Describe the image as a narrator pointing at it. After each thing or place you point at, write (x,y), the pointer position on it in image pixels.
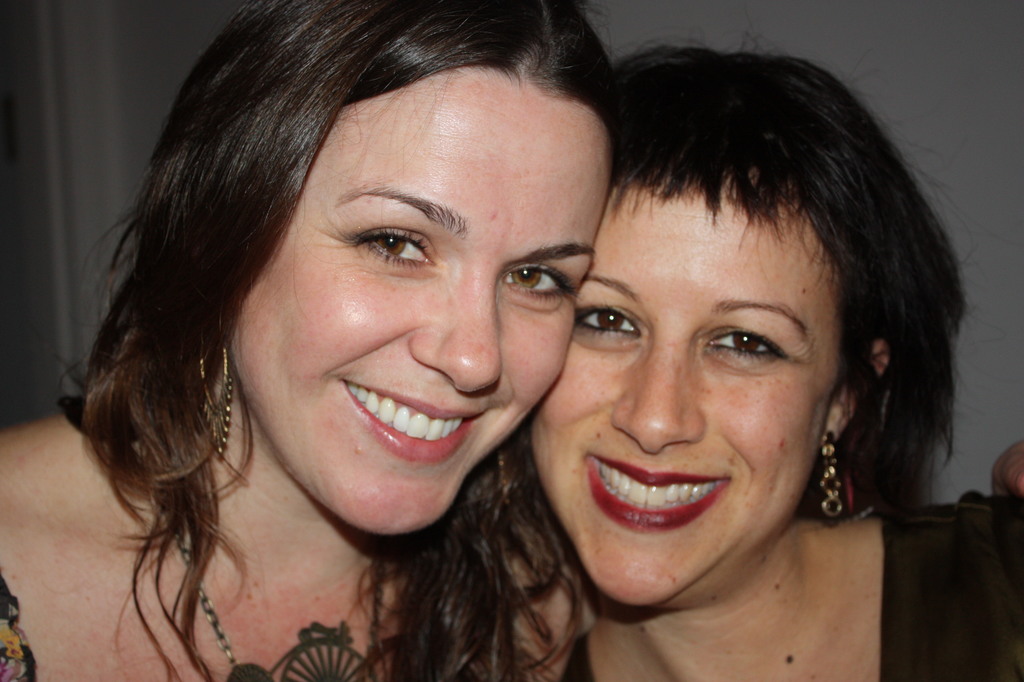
In this image we can see two women (894,416) and there is a pretty smile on their faces (562,274).
